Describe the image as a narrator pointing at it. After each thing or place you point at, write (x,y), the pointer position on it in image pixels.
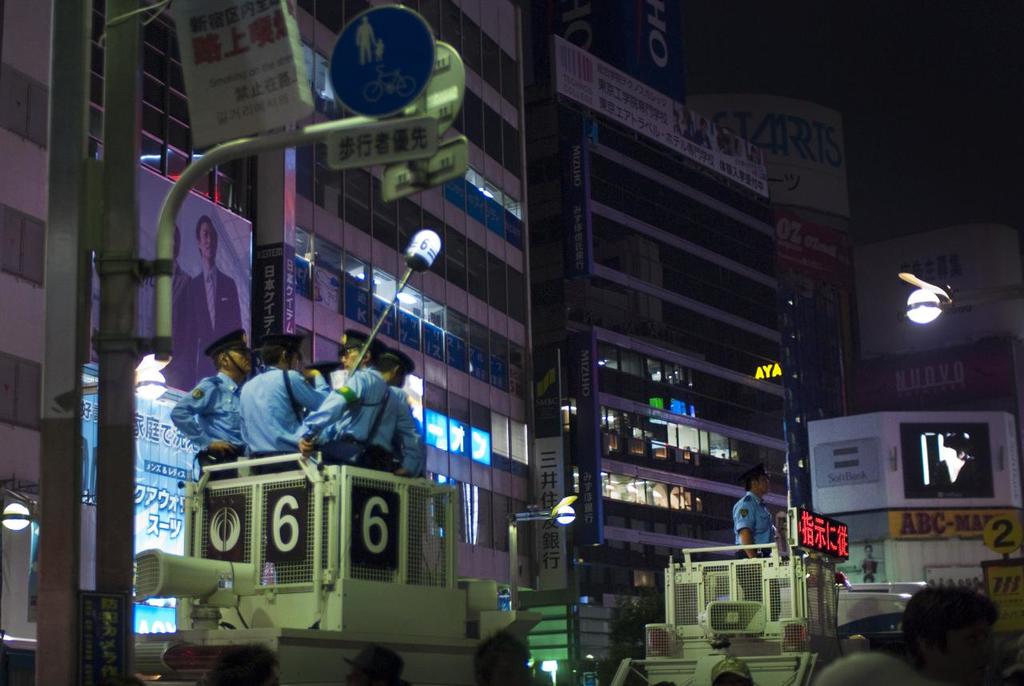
On the left side (68,266) there are poles (63,381). On that there are sign boards (243,59). Near to that there is a vehicle (297,550). On the vehicle (308,540) there are numbers (298,536) and people (310,406) are standing on that. They are wearing cap (277,343) and holding something. Also there is another vehicle (769,570) and something is written on that and a person (755,496) is standing also wearing a cap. In the back (527,274) there are buildings (453,210). On the buildings (437,203) there are posters (167,417), banners (161,465) and lights (681,439). On the right side (917,309) there is a light (921,307). Also there is something and on that something is written.
